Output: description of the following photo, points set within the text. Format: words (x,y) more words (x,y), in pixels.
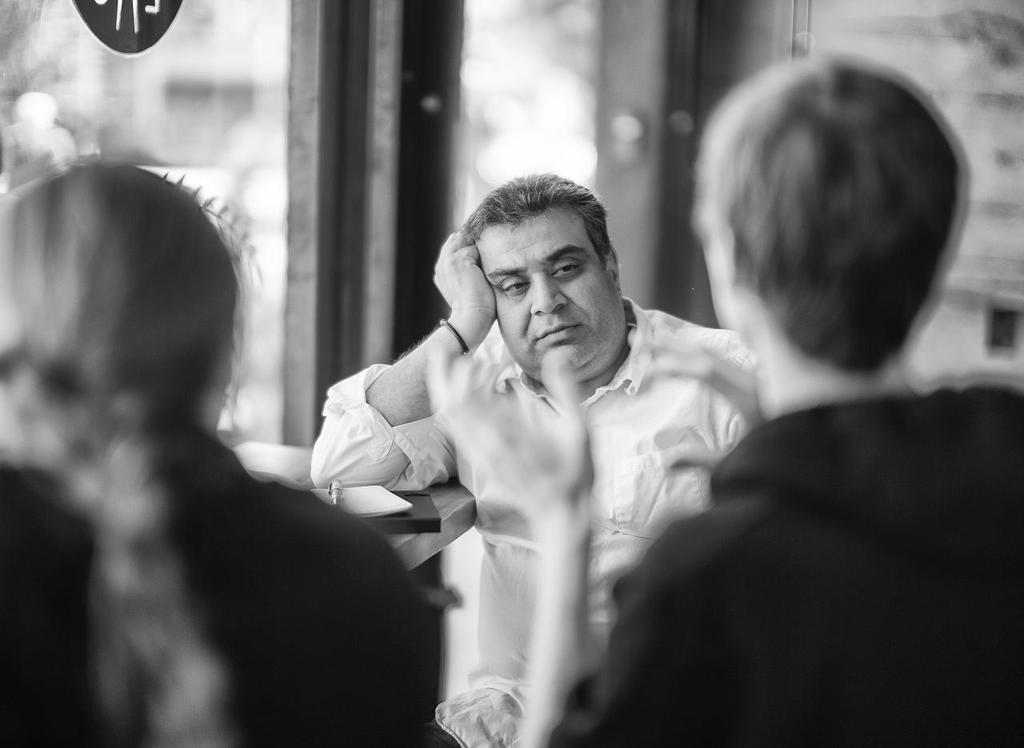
There are people (168,320) in the foreground area of the image (464,378), there is a person (516,340) sitting in front of a table (406,559), there are books (388,492) and a pen (337,484) on the table (306,468), it seems like a door (314,173) in the background (384,123).
